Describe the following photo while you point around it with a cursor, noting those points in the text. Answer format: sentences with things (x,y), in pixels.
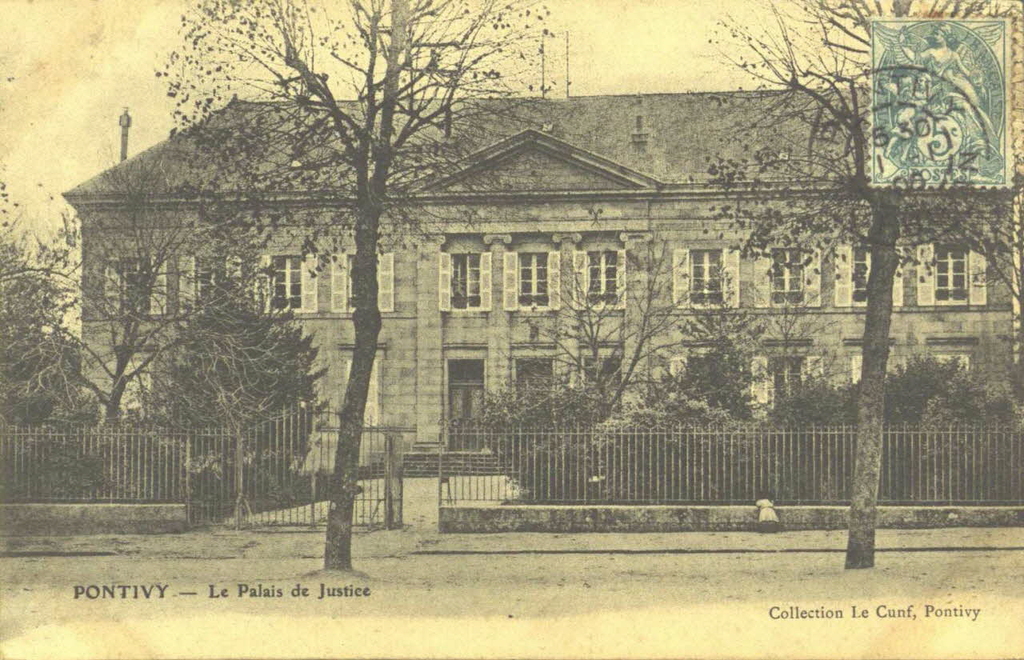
This image consists of a poster (796,452) with a text (305,592) and a postage stamp (940,142) on it. In this image there is a house (442,288) with walls (487,324), windows (521,293), doors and roof (625,140) and there are a few trees (226,270) and plants (715,423). There is a railing (927,441).
